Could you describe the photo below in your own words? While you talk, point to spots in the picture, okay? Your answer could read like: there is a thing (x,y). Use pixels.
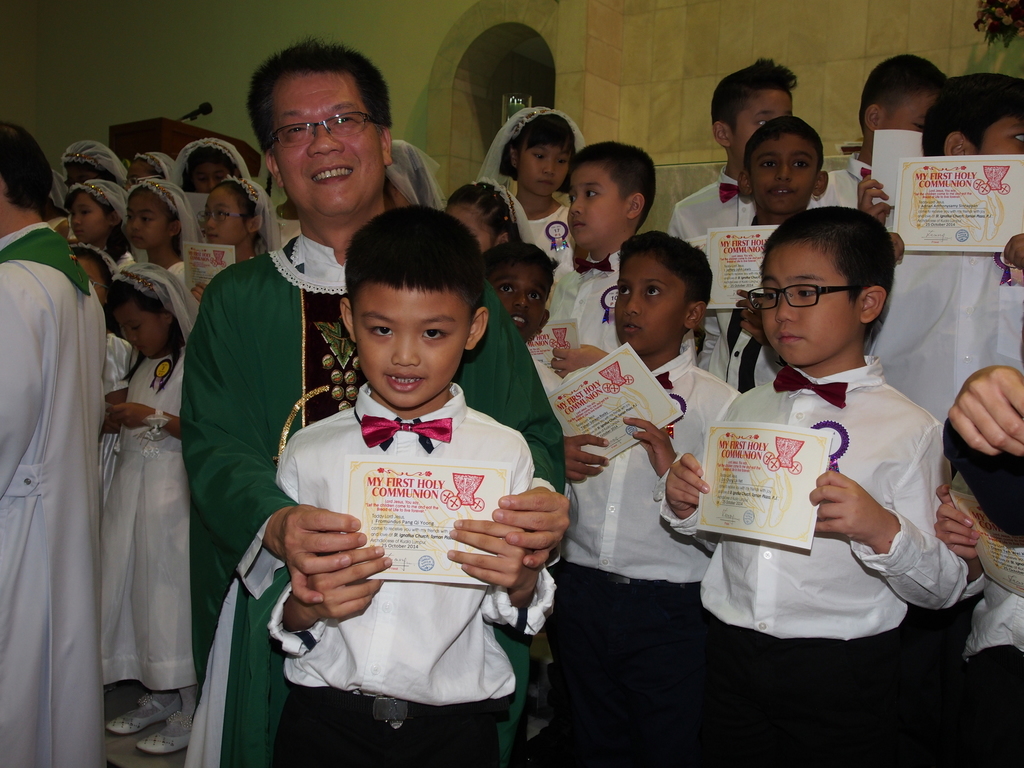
In this image I can see few boys (691,335) and girls (134,373) wearing white color dresses (791,580), standing facing towards the left side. Everyone is holding a paper (775,489) in the hands (628,440). On the paper (612,418) I can see the text (373,501). In the foreground (324,279) a man (331,305) is standing, smiling and giving pose for the picture. In front of this man (298,349) a boy (394,423) is also standing by holding a paper (405,499) in the hands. In the background (690,46), I can see the wall (703,12).
